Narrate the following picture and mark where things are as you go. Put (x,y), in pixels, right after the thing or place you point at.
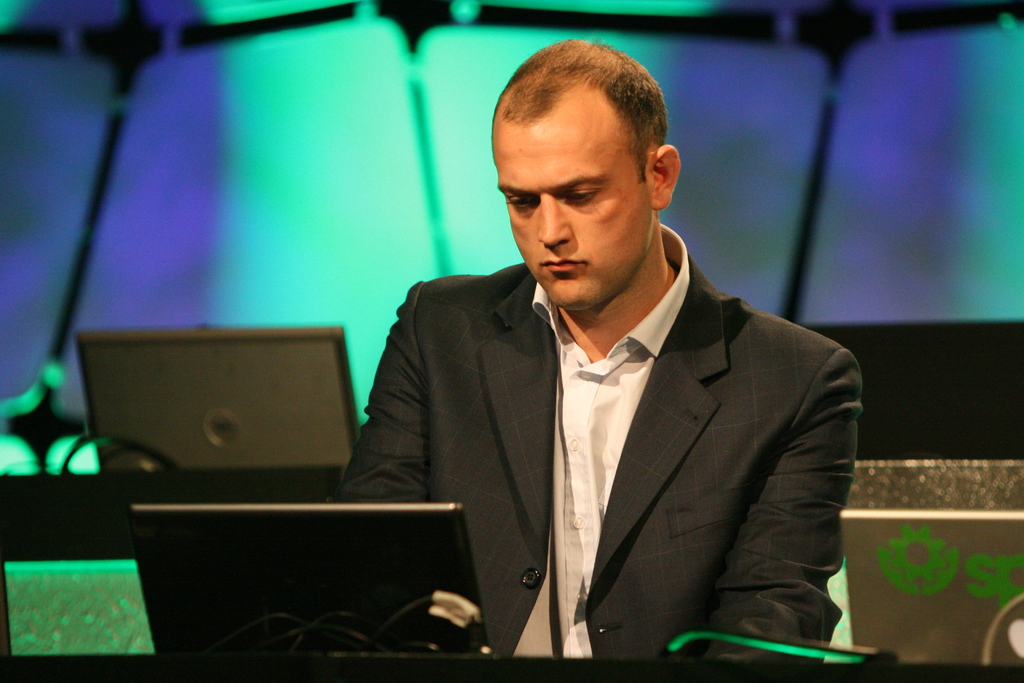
In this image, we can see laptops (328,550). There is a person (651,314) in the middle of the image (532,287) wearing clothes (510,448). In the background (879,165), image is blurred.
